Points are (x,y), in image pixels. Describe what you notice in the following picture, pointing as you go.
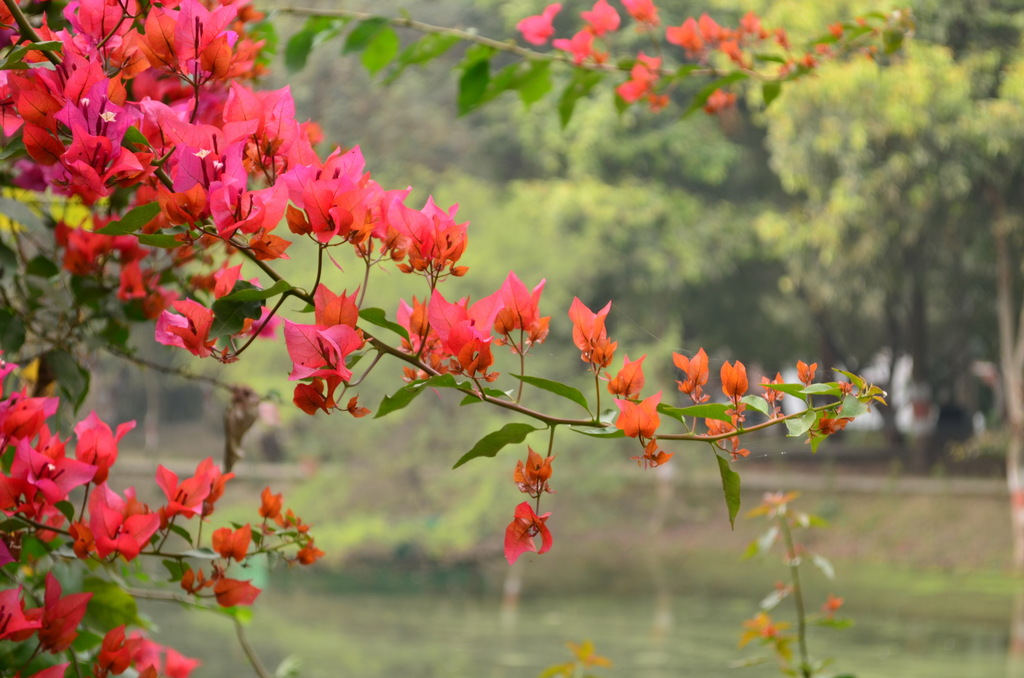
In this image in the foreground (178,218) there are some flowers (251,217) and plants (69,403) and in the background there are some trees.
